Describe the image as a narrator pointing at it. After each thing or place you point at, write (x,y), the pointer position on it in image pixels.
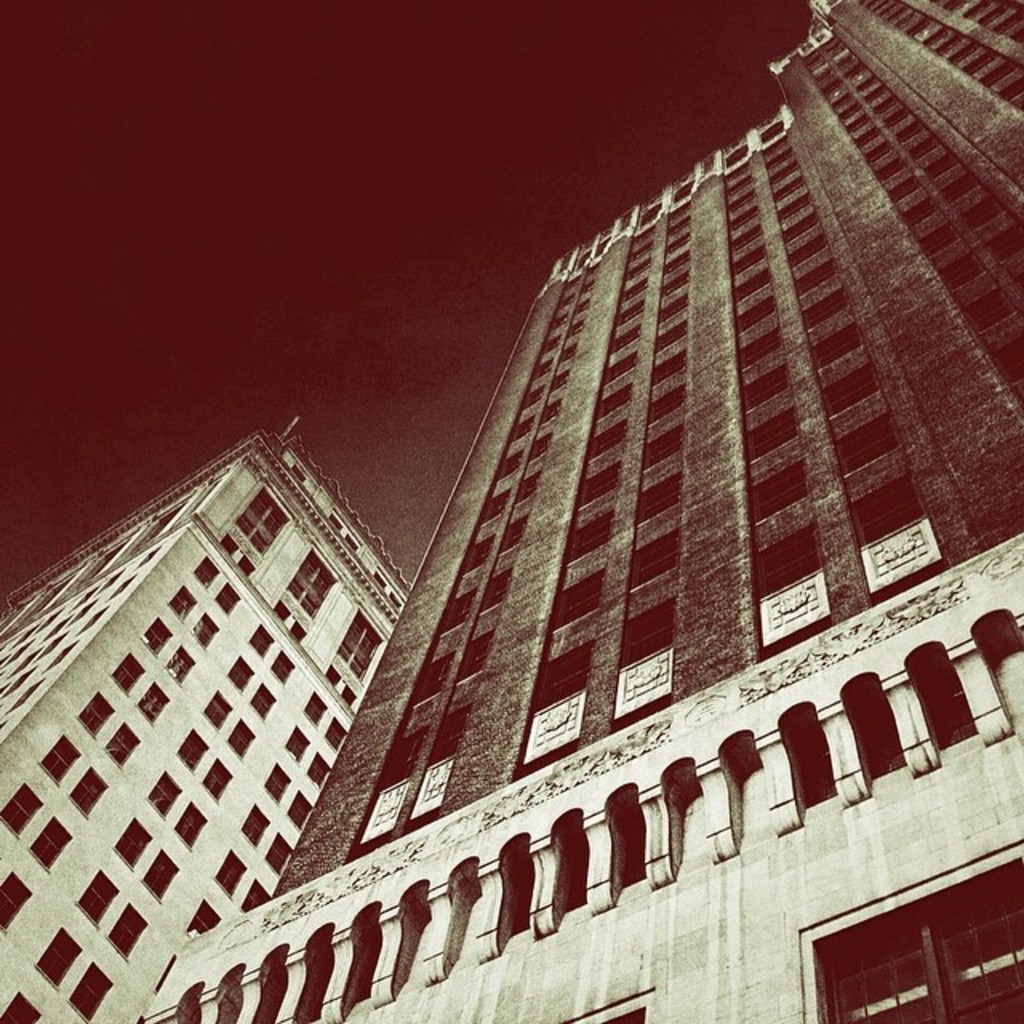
Here we can see buildings (201,612) with windows (536,480).
